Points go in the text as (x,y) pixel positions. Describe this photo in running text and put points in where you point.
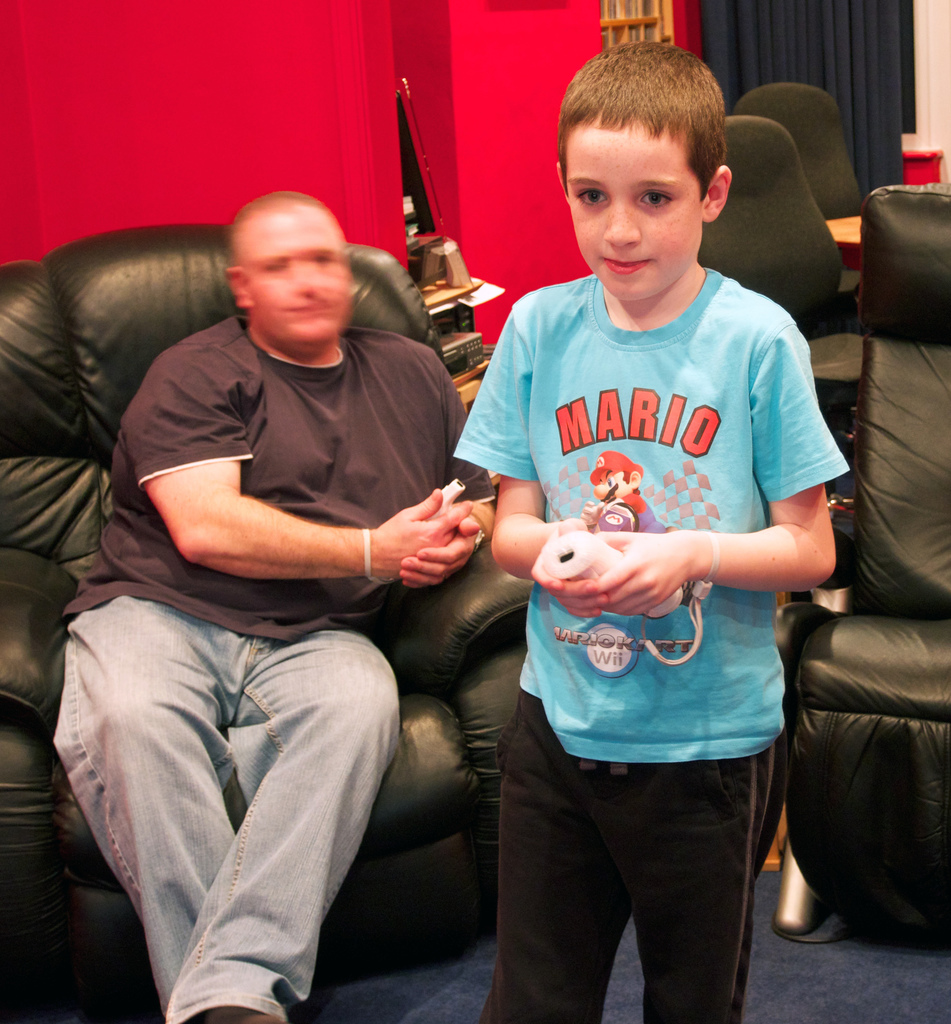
In the image we can see there is a man (154,523) who is sitting on a chair (73,473) and a boy (627,485) who is standing and he is holding a remote (583,558) and behind the wall (343,88) is in red colour.
